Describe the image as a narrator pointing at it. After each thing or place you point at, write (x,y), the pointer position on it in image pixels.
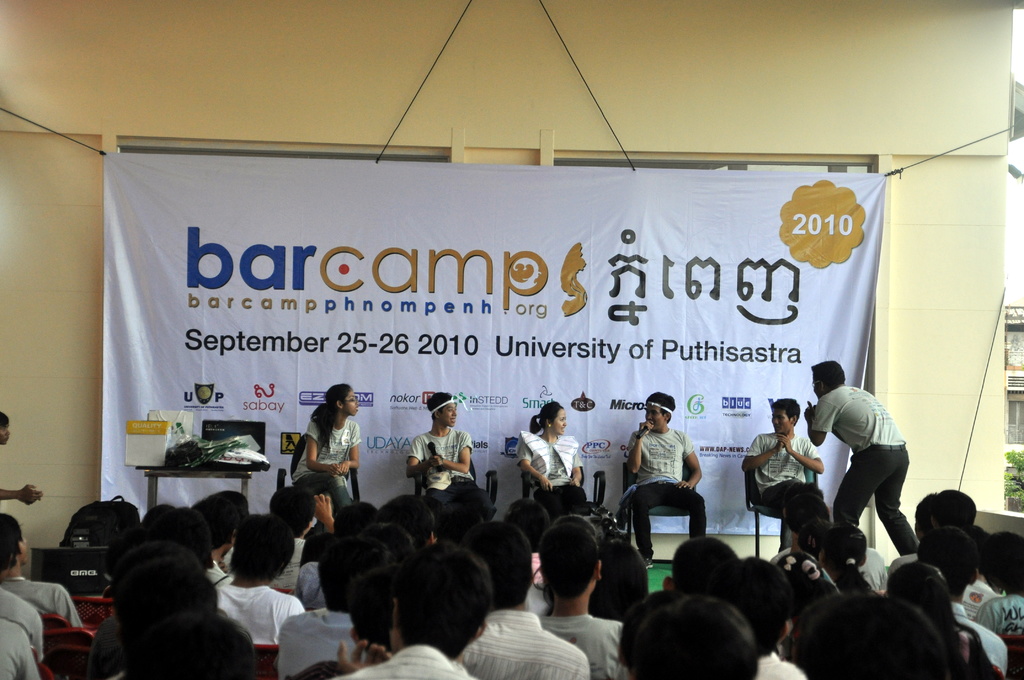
In this image at the bottom (156,590) there are some people (430,586) who are sitting, and in the center (453,442) there are some people (550,445) who are sitting on chairs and two of them are holding mikes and one person (853,464) is talking something. On the left side (167,473) there is one table (156,473), on the table (171,473) there are some books (153,451), bags (182,429) and some objects (202,441) and also there is one poster (551,304) and in the background (919,340) there is a wall (67,144).
